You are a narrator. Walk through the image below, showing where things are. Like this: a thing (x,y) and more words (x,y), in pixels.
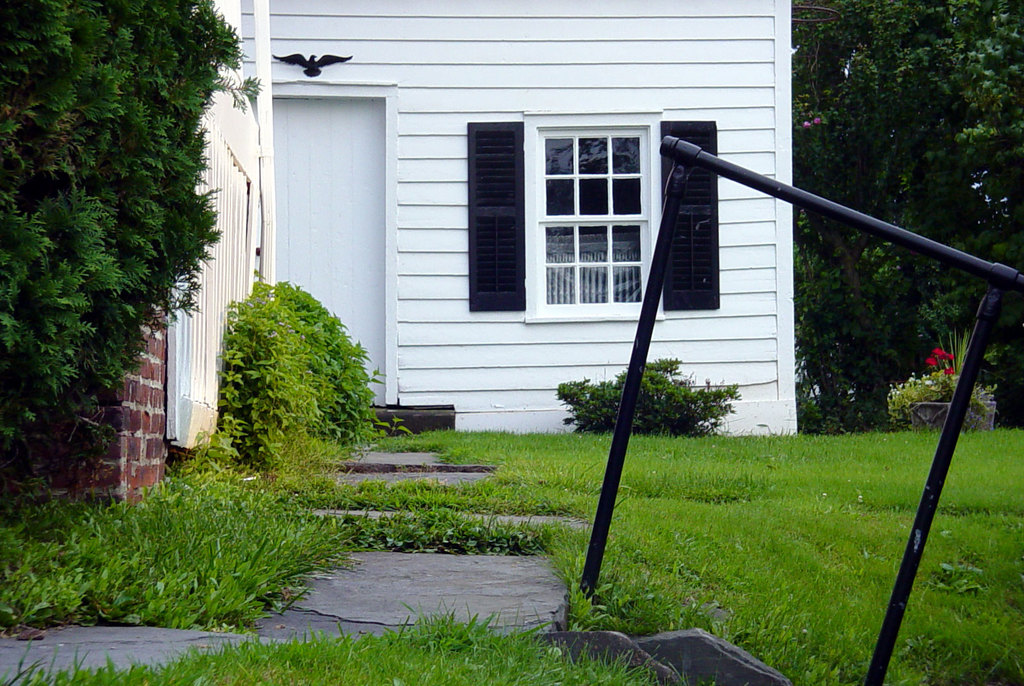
This image is taken outdoors. At the bottom of the image (755,589) there is a ground (581,659) with grass (784,495) on it. On the right side of the image (851,212) there is a metal rod (991,314). There are a few trees (861,358) and plants (921,380) on the ground (1004,455). In the middle of the image (429,306) there is a house (188,387) with walls (258,188), a window (545,188) and a door (343,200). There are few plants (280,389) with leaves (283,408). On the left side of the image (68,293) there is a tree (72,329) with leaves (102,283), stems (122,198) and branches (80,133).
